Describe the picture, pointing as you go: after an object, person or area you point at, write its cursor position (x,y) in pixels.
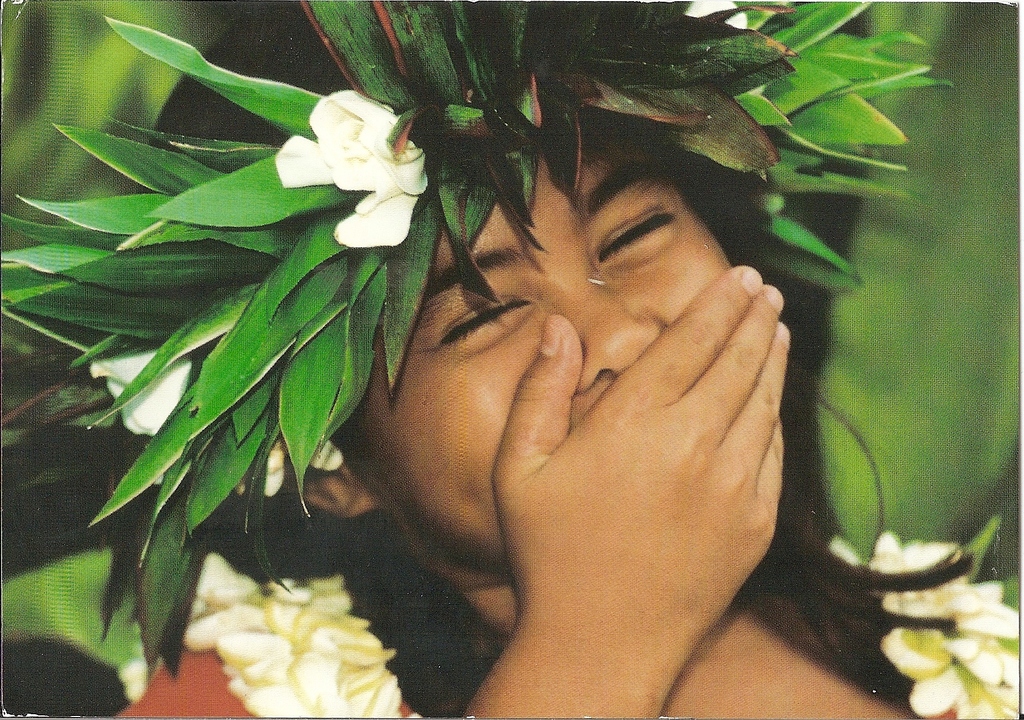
In this image in the front (435,435) there is a girl (496,433) covering her mouth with her hand (629,456) and on the top of the girl (671,453) there are flowers (367,187) and the background (887,272) is blurry.
